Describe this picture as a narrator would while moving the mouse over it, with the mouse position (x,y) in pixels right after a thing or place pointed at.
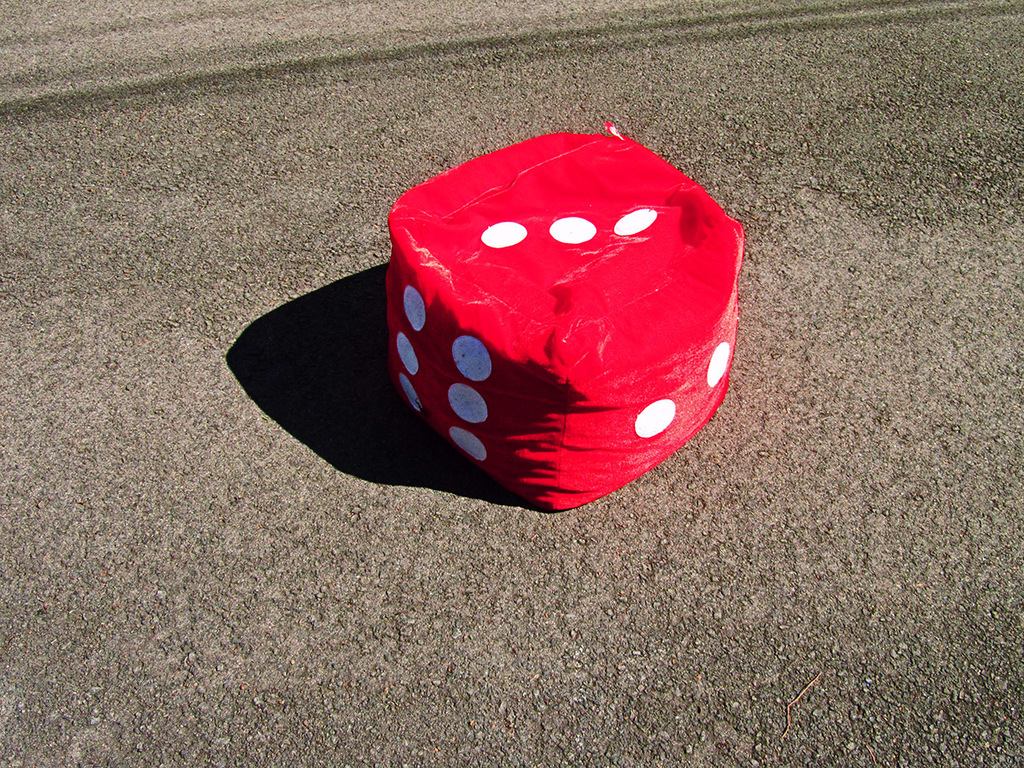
This image is taken outdoors. At the bottom of the image (381,609) there is a road (268,553). In the middle of the image (455,328) there is a dice (508,344) made of a cloth (572,434) with a few dots (479,401) on it.
